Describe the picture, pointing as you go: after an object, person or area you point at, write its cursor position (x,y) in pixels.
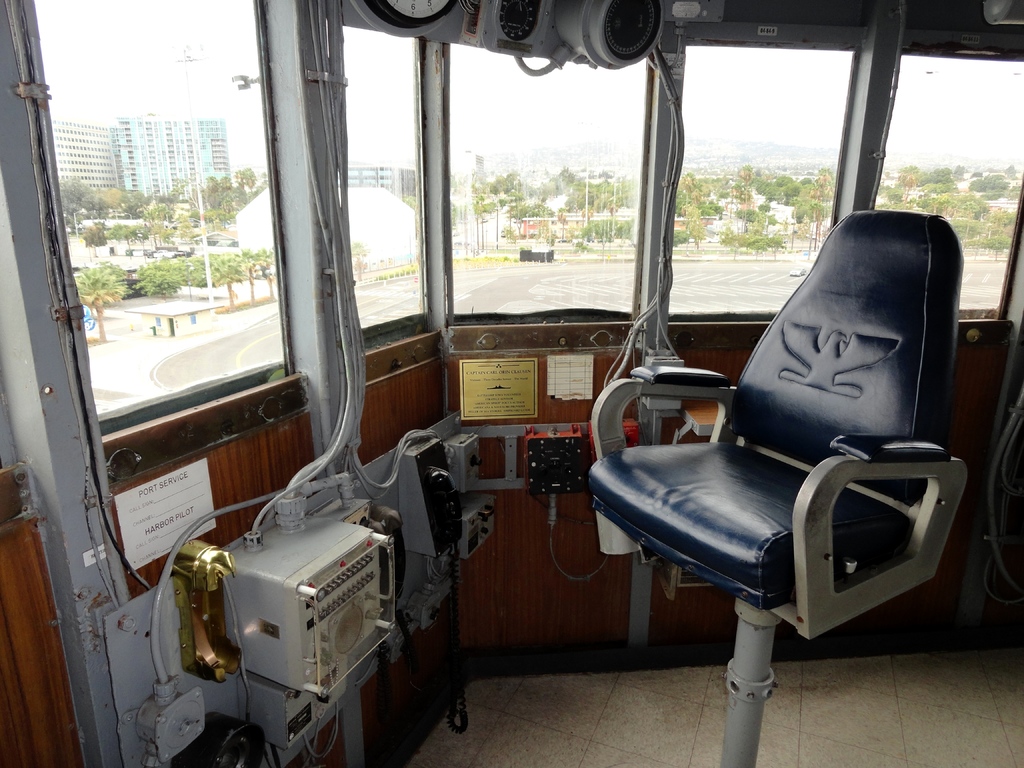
In the middle of the picture (608,491), we see a chair (744,591) and machinery equipment (566,452). Here, we see windows (377,316) from which we can see road (220,352), trees (161,285), poles (202,254) and buildings (106,177). We even see the sky (579,112).
